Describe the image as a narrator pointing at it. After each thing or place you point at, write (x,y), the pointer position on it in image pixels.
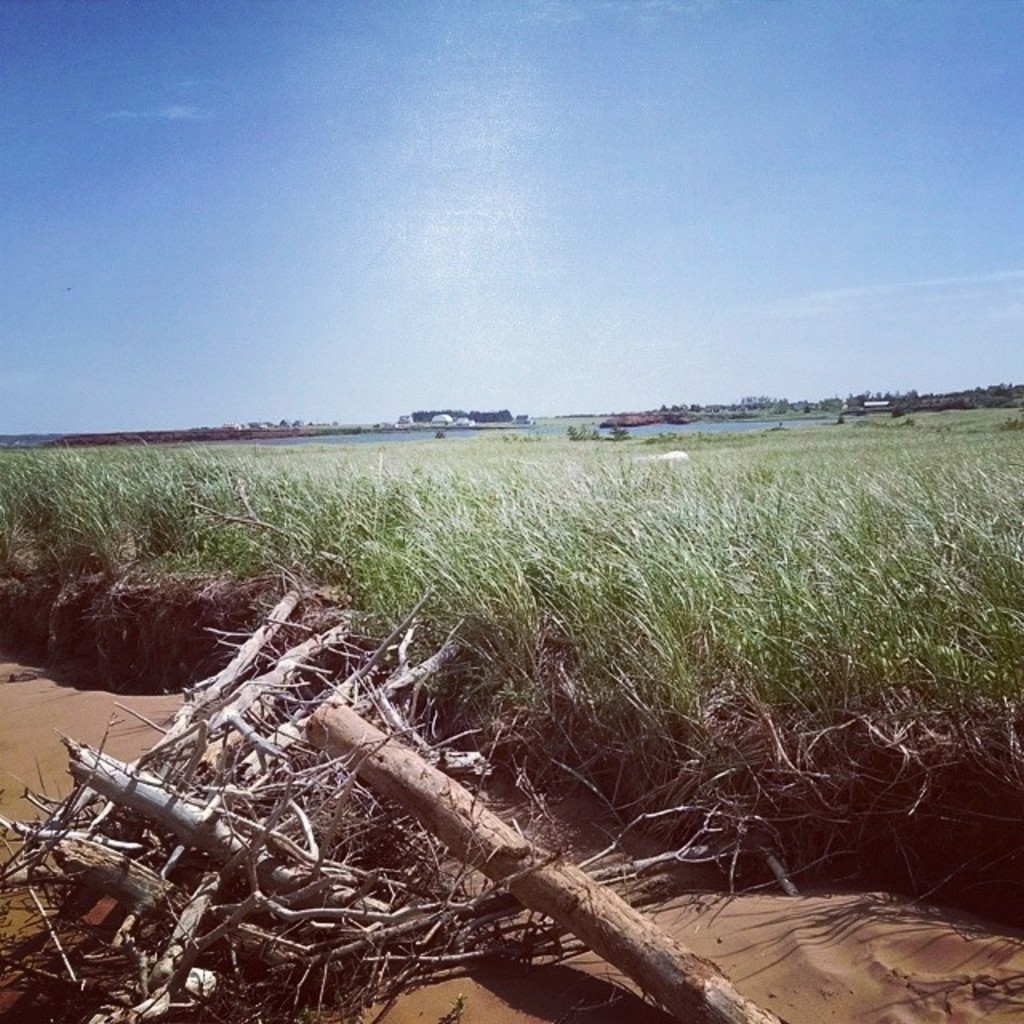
In this image we can see sky (473,178), water (348,435), grass (672,499), sand (835,950), log (456,812) and wooden sticks (353,771).
